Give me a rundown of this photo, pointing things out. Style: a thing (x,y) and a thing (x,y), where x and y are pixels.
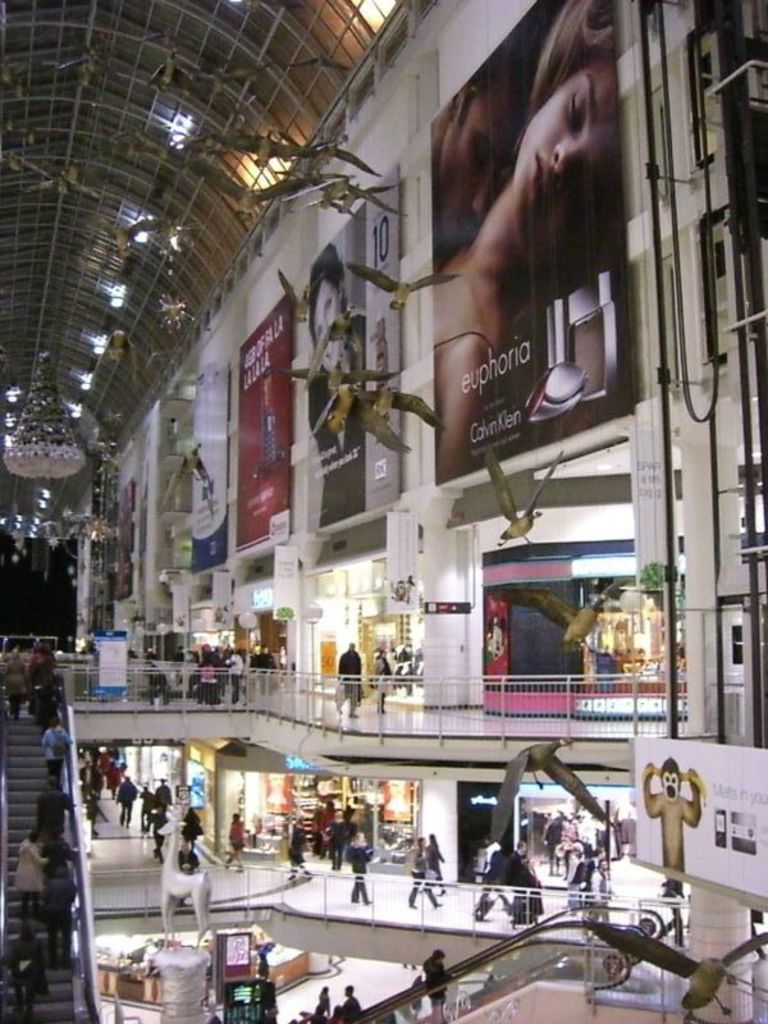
This picture was taken in the shopping mall (423,587). These are the hoardings (288,462). I can see groups of people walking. This looks like an escalator (16,756). I think this is the sculpture of an animal (197,889). These are the birds (523,520) flying. I can see the shops (266,780) with the glass doors (377,597) and lights (595,572). This looks like a ceiling (138,242). On the right side of the image (710,442), I think this is an elevator (716,569).
